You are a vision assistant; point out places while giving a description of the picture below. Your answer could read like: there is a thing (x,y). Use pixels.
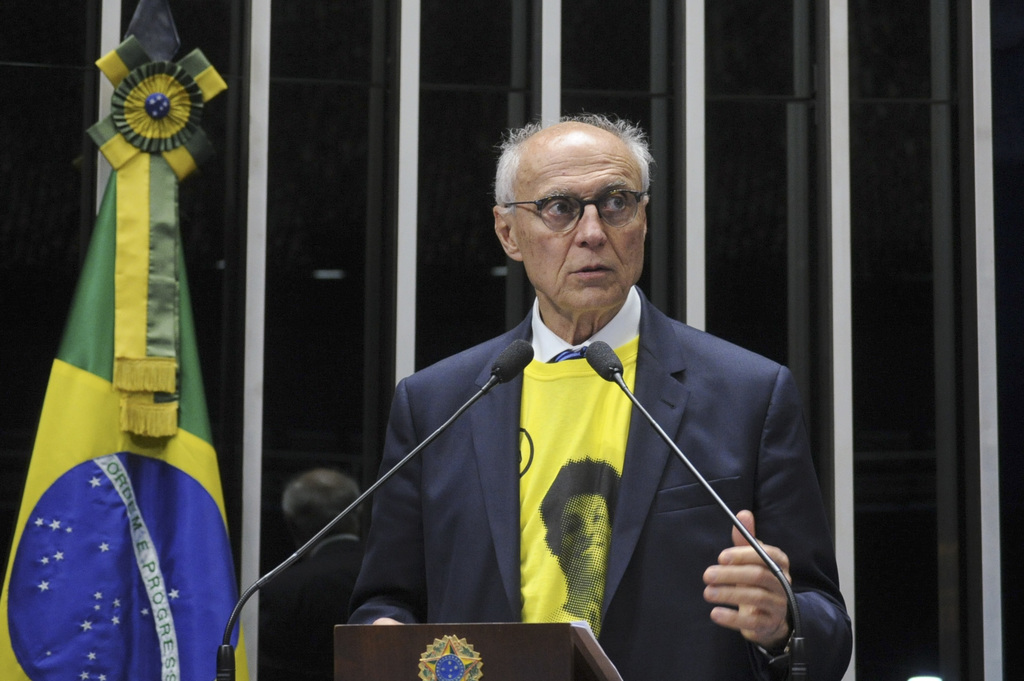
On the left side (161,310), there is a flag (96,581). On the right side (781,400), there is a person (562,361) in a suit (776,427), standing in front of two microphones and a stand (565,663), on which there is an object (450,656). In the background (262,44), there are white color lines (268,56).
